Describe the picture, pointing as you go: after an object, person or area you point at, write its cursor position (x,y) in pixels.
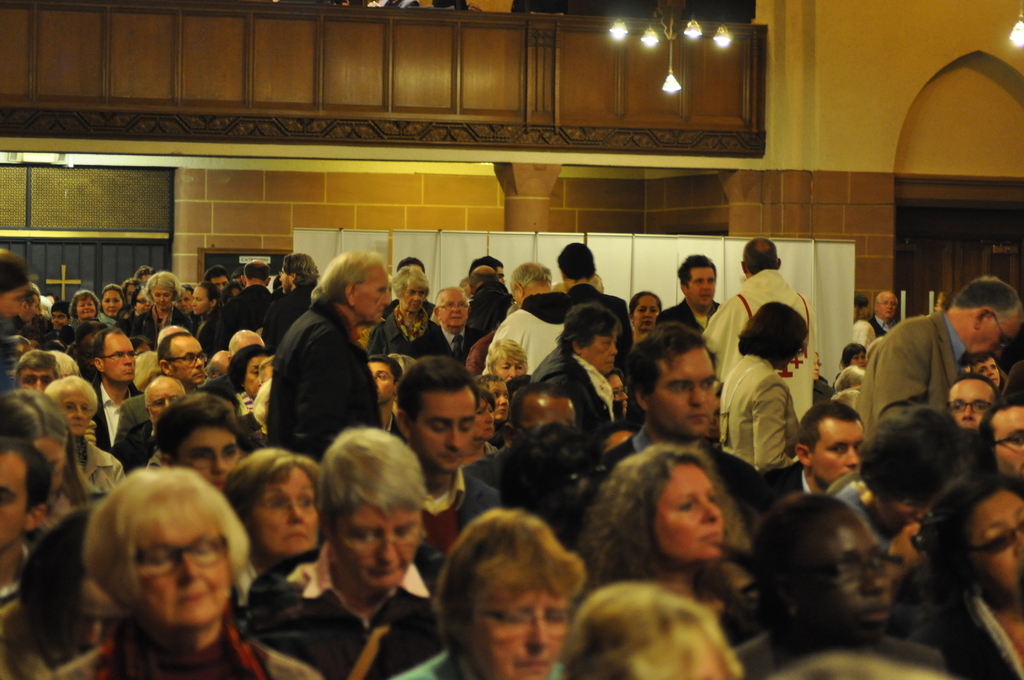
This image consists of many persons (463,596) in the hall (128,547). In the background (972,0), there is a wall (478,221) along with banner (543,256). At the top (674,11), there are lights (672,43).
